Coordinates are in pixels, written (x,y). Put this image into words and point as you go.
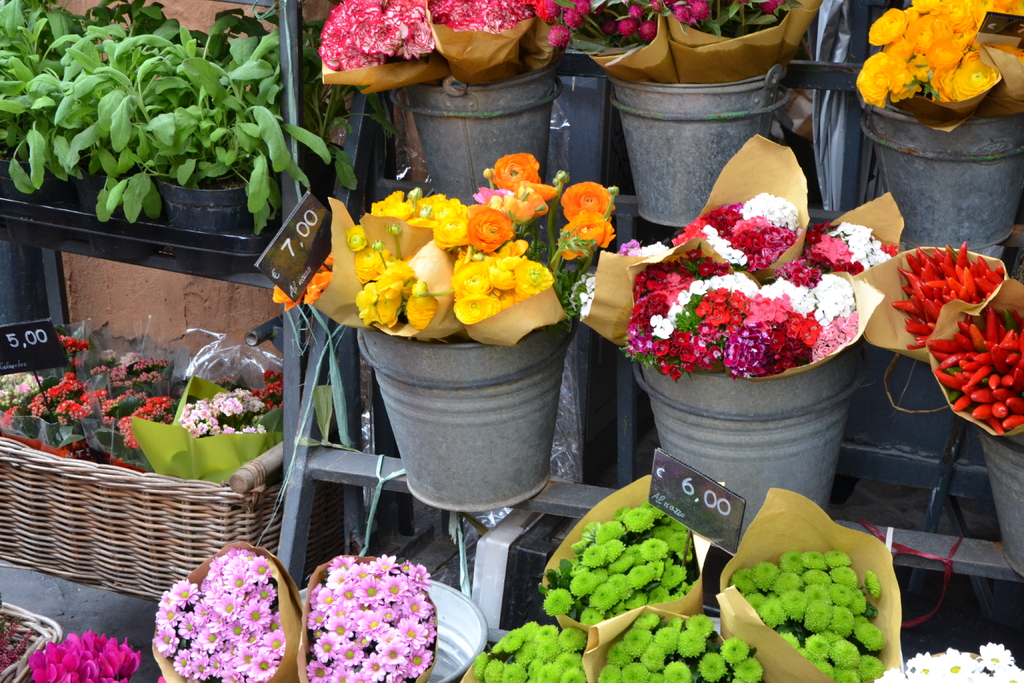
Here I can see some flower pots (552,387) on a stand (390,483). The flowers (701,614) are in different colors. On the left side (73,360), I can see a basket (110,501) in which flower bouquets (69,410) are arranged. On the top of it I can see some plants (161,64) in green color.
